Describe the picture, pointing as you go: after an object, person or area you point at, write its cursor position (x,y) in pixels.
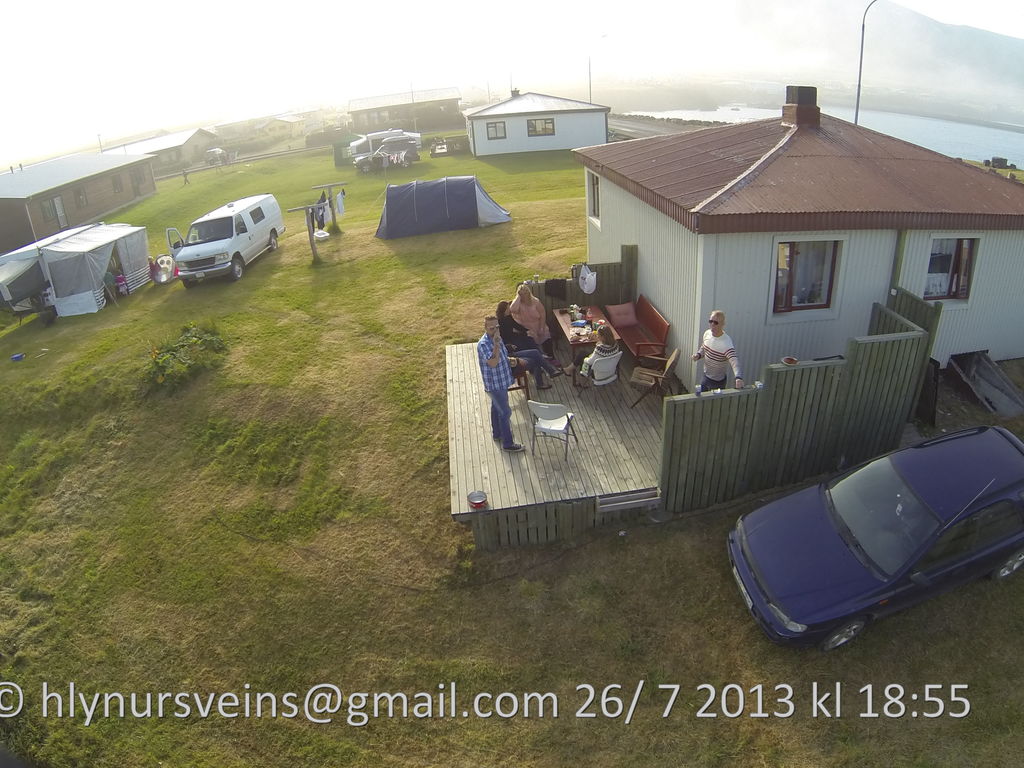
In this image we can see there is grass land (432,371) and there are so many buildings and people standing there also there are so many vehicles (997,504) standing beside. At the back (999,80) there is a lake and mountains (987,62).
